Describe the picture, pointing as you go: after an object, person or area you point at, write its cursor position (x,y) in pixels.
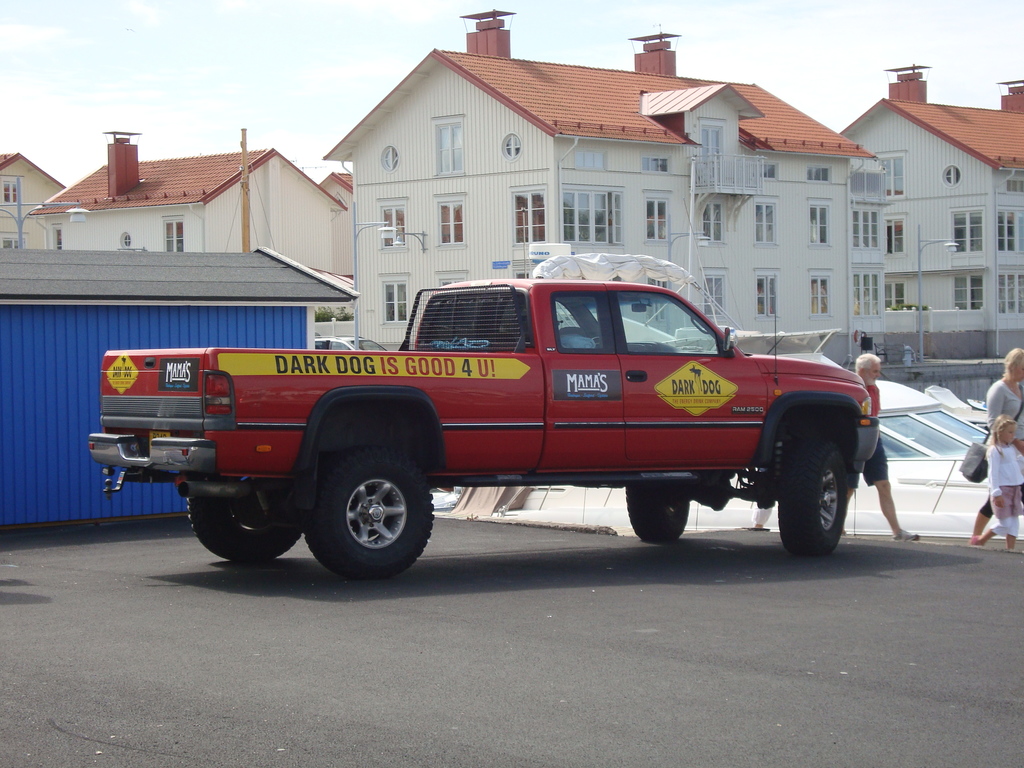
At the bottom of the image (519,625) there is a vehicle (585,306) on the road (534,623). Behind the vehicle (687,414) there is a shed (66,348). On the right side of the image (1006,391) there are three persons (1010,437) walking. Behind them there is a ship (908,514) with glass windows (894,457). In the background (583,109) there are buildings (682,191) with roofs (593,118), windows (591,211), walls (712,260) and chimneys (494,36). And also there are poles (921,301) with street lights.
